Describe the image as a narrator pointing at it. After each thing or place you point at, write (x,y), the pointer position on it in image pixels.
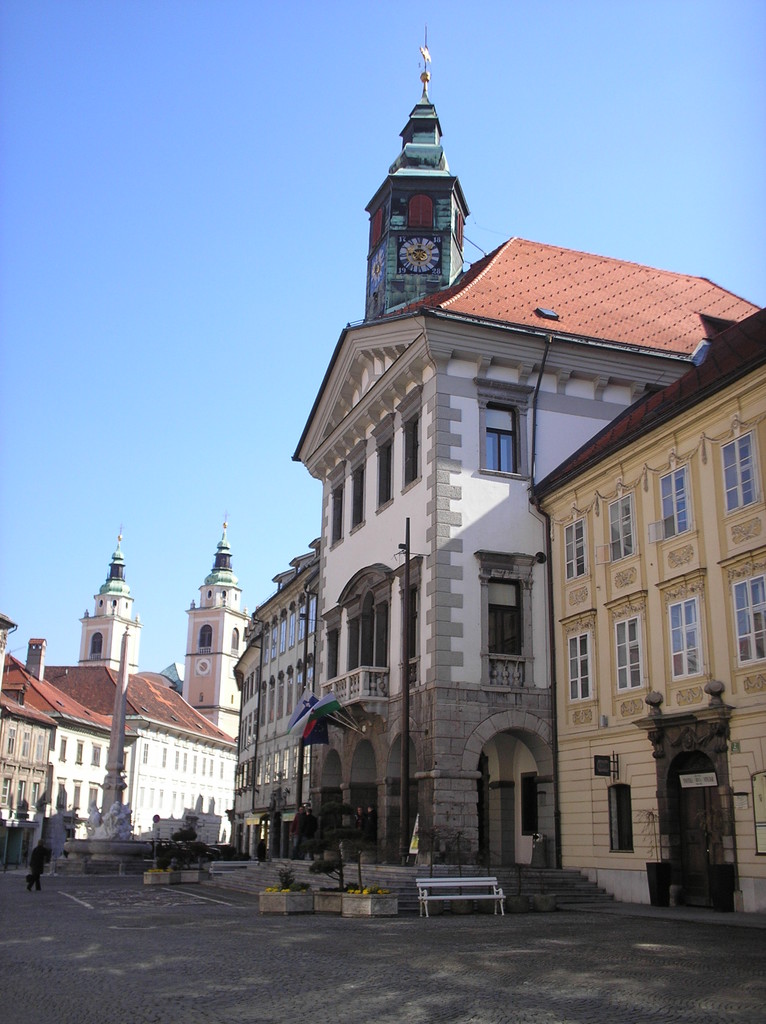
In this image I can see the ground (234,954), a white colored bench (421,884), few plants (324,874), a person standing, few buildings (43,728), few windows (668,527) of the buildings (174,760), few stairs (515,891), the door (689,841) and a clock (421,264) to the tower (394,256). In the background (215,232) I can see the sky (216,206).
